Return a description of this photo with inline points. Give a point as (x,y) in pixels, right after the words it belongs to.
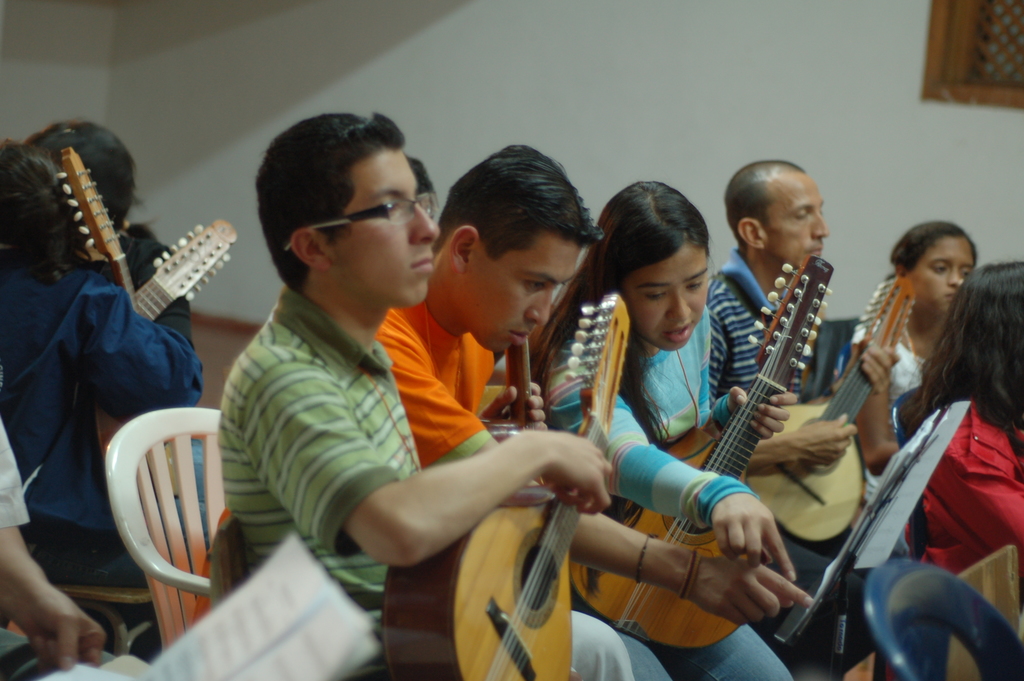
A group of people (759,569) are sitting on the chairs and also holding the guitars (696,622) on the right (754,109) there is a wall (640,116).
